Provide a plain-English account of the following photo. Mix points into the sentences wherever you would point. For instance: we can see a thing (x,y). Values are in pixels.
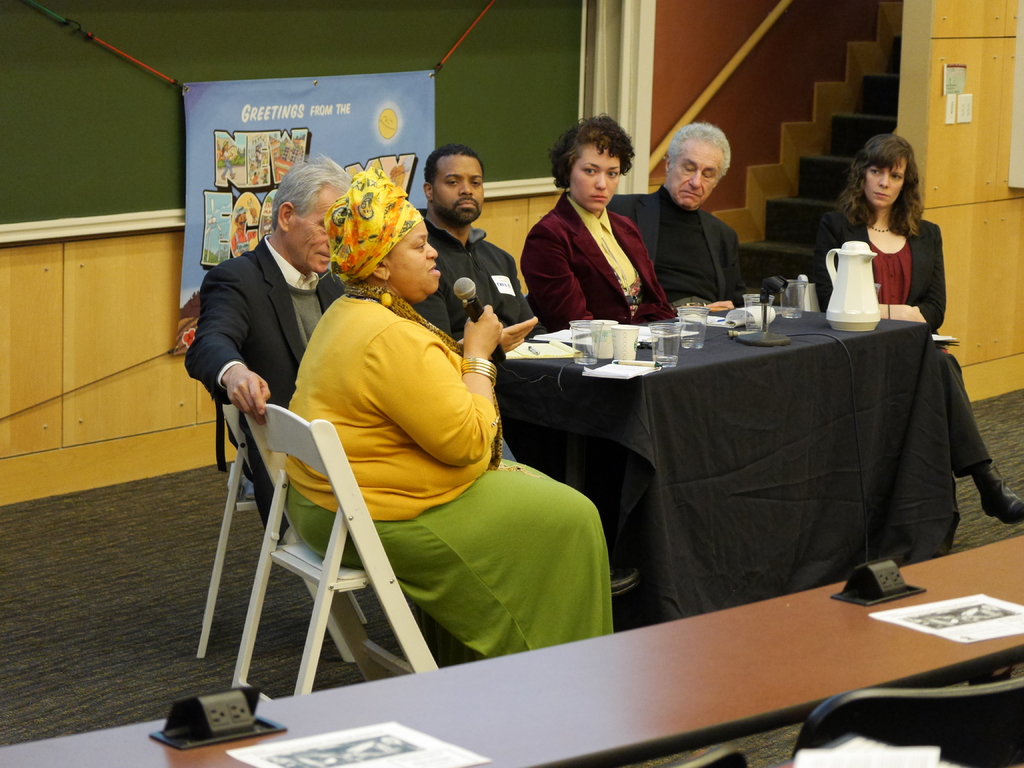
On the background (423,106) we can see a banner (373,138), board (484,43), stairs (856,92) and a socket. We can see persons (493,247) sitting on chairs (283,416) in front of a table (737,345) and on the table (857,392) we can see a jar (850,294), water glasses (753,308), pen (616,361), books (556,354) and paper (540,350). We can see this woman (465,331) holding a mike (475,305) in her hand (487,342) and talking. This is a floor (97,580).
